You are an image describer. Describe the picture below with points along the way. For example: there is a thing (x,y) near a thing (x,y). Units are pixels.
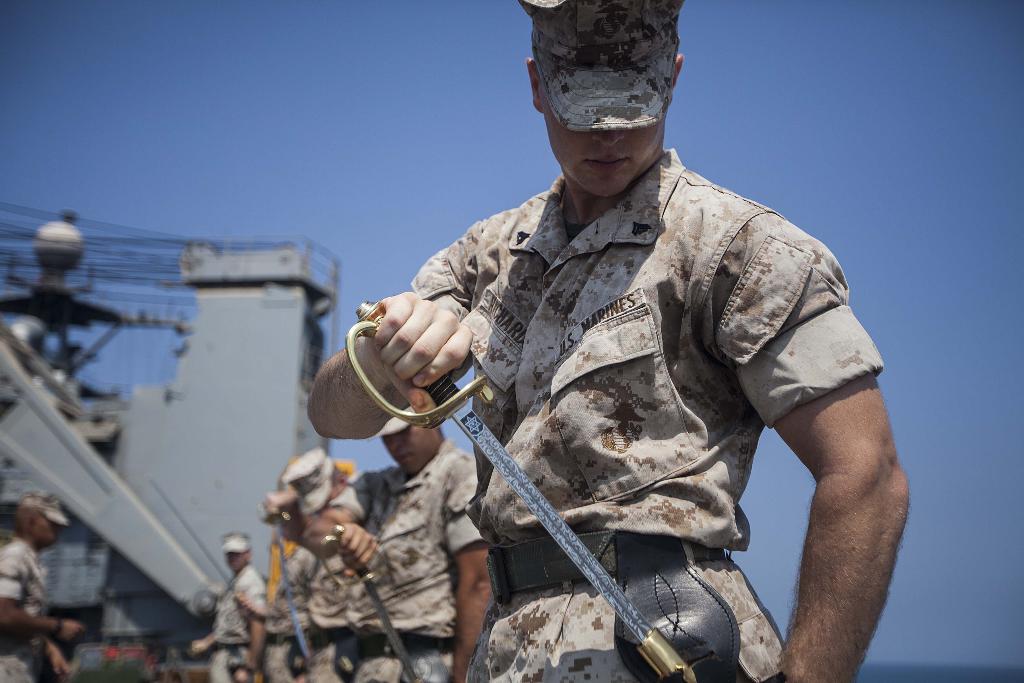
In the front (759,257) middle of the image (622,243) there is a man (598,287) with uniform (657,445) and a cap (561,103) on his head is standing and holding the sword (672,681). Behind him there are members (239,612) with the uniform (409,558) and cap (303,482) on their head (333,498) is standing and holding the sword (296,624) in their hands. To the left bottom corner (25,557) there is a man (27,558) with uniform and cap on his head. Behind them there is an object (101,312). And to the top of the image (329,124) there is a sky (991,563).
